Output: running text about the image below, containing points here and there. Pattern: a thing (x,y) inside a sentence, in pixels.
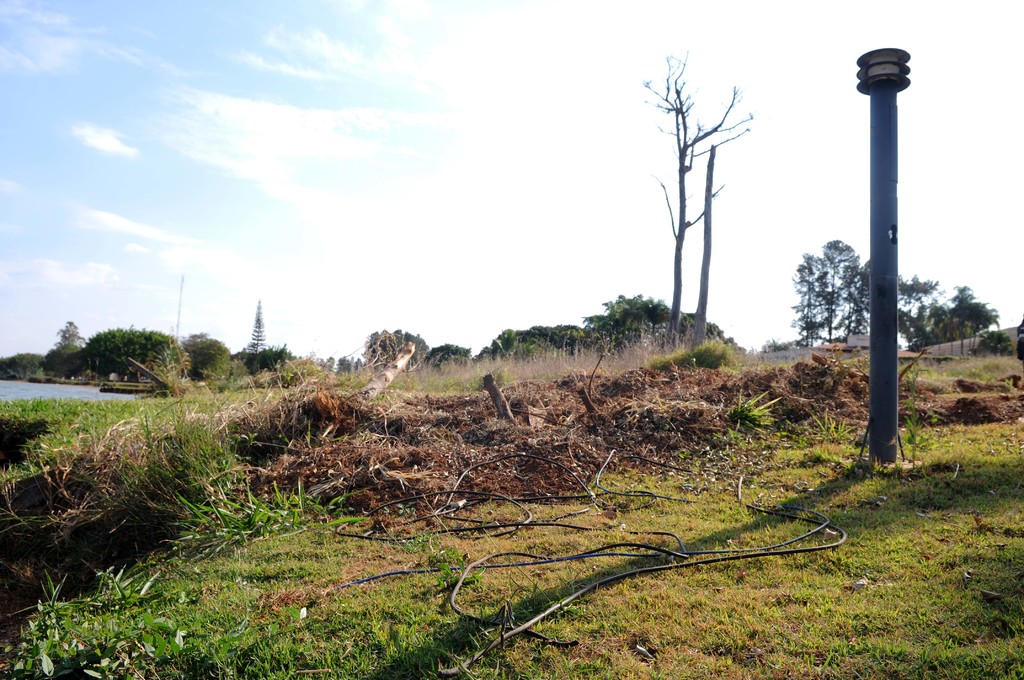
There is a pole (885,407), which is attached to the ground (891,469), which is having grass (949,546) on it. There are cable (687,557). In the background (67,376), there is a water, there are trees (919,332) and clouds (510,37) in the blue sky (97,98).
